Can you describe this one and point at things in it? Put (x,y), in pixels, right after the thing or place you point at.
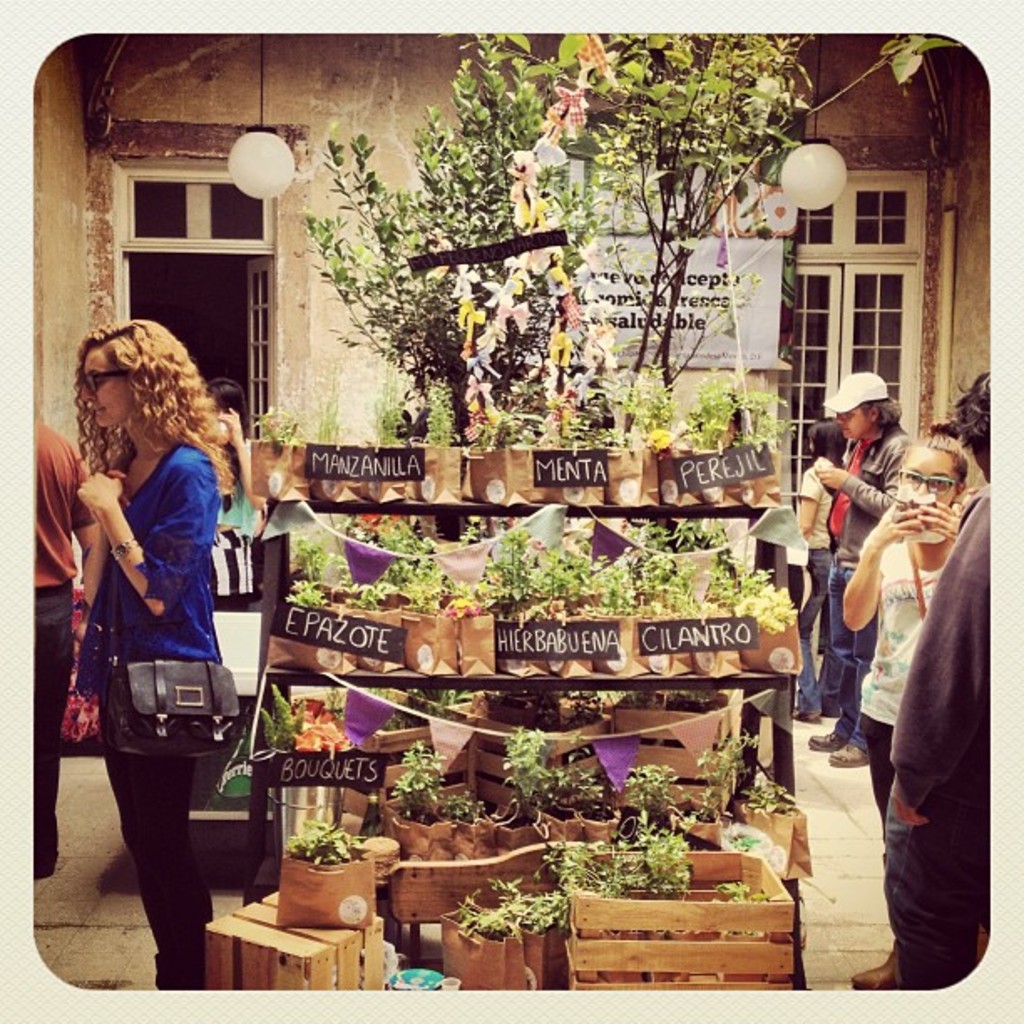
In this image we can see few plants (588,544) on the stand (522,579) with name boards (572,461) to the plants (527,589) and there are trees (523,353) behind the stand (560,535), there are few people (849,646) standing beside the stand (418,610) and there are wooden boxes (700,948) in front of the stand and in the background (310,270) there is a building (144,218) with doors (252,329) and lights (270,170) on the top (814,173).
